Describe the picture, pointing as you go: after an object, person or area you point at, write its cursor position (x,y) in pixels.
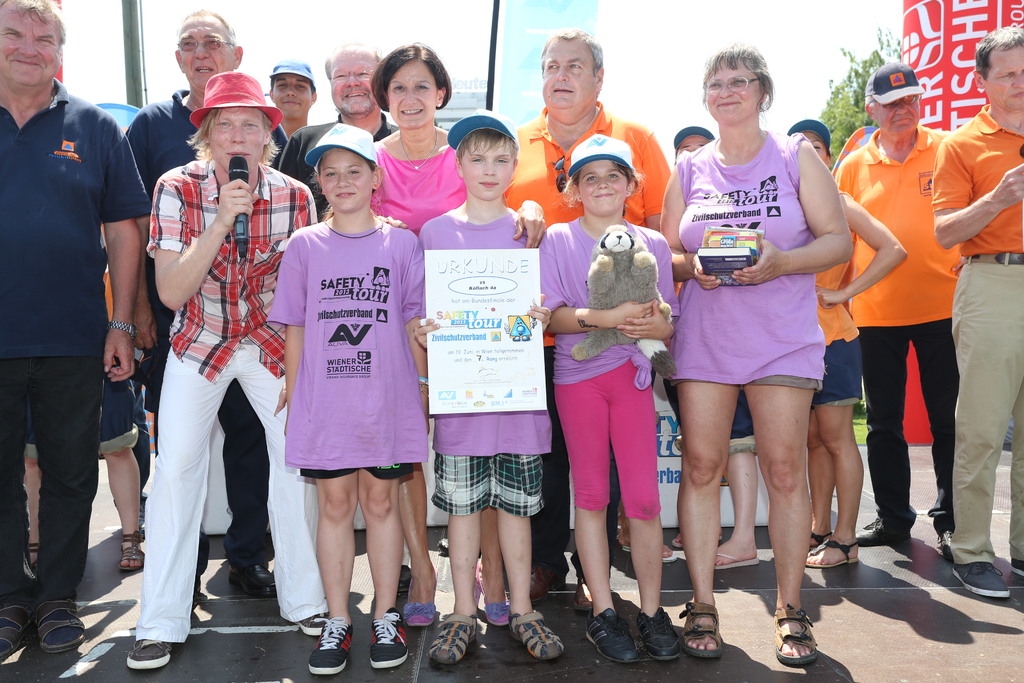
In the image there are a group of people (373,315) standing and among them a boy (445,245) is holding some poster (467,268) in his hand (423,323) and on the left side (210,309) a person (212,308) is holding some mic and in the background (959,10) there is a banner (947,40) on the right side (937,54).
